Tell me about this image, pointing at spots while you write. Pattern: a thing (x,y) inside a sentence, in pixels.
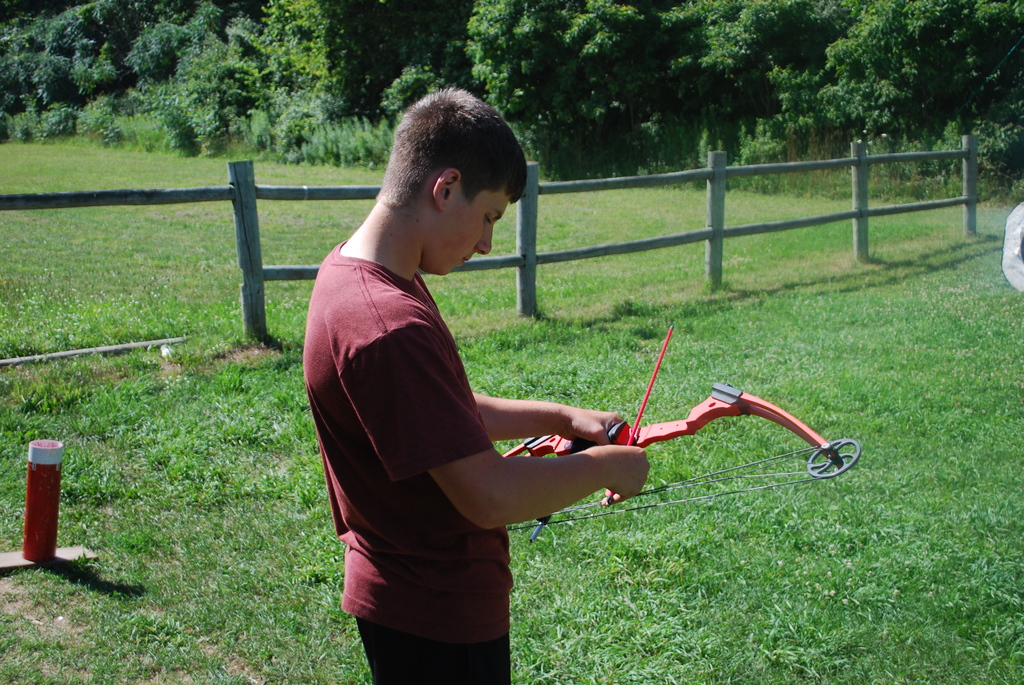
In this image we can see a person (343,516) wearing red color T-shirt (341,500) standing and holding archery (727,408) in his hands (629,470) which is in red color and on left side of the image (296,268) there is wooden fencing (832,220) and some trees (366,101).
